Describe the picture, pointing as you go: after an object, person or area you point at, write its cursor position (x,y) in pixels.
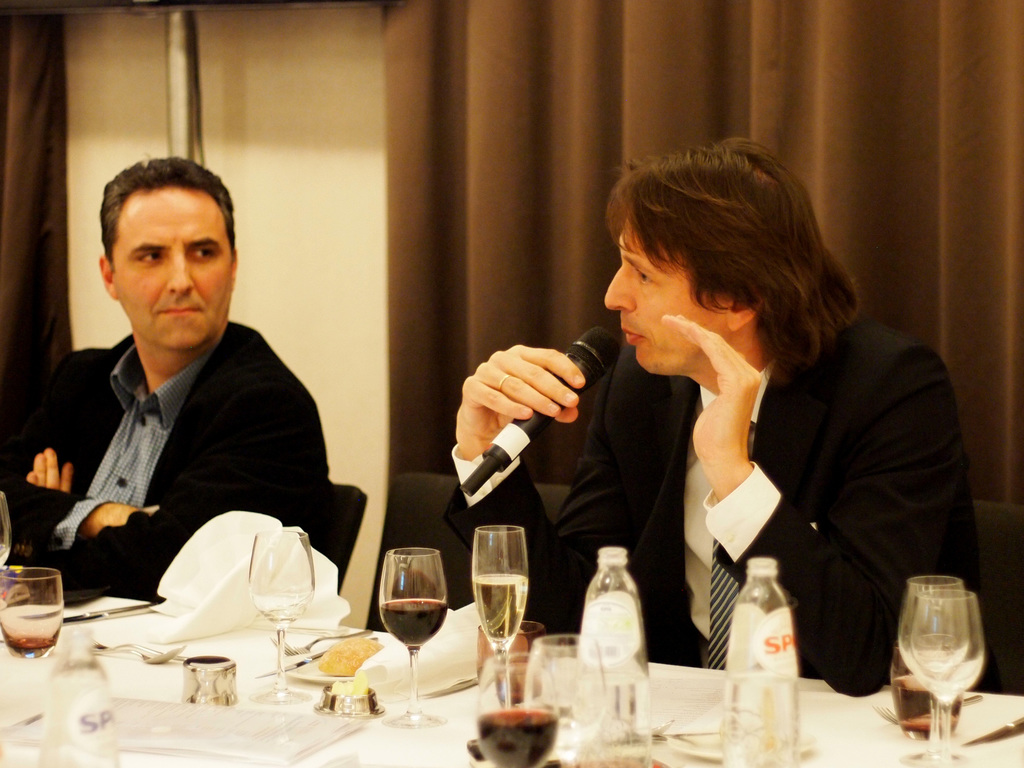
In the image in the center (676,442) we can see two people (66,434) were sitting on the chair (990,594) and the right side person (623,388) is holding a microphone (511,443). In front of them, we can see one table (454,663). On the table (463,704) we can see cloth (449,711), tissue paper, wine glasses (570,657), bottles (617,624), papers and few other objects (369,639). In the background (356,148) there is a wall (365,168) and curtain (426,168).
